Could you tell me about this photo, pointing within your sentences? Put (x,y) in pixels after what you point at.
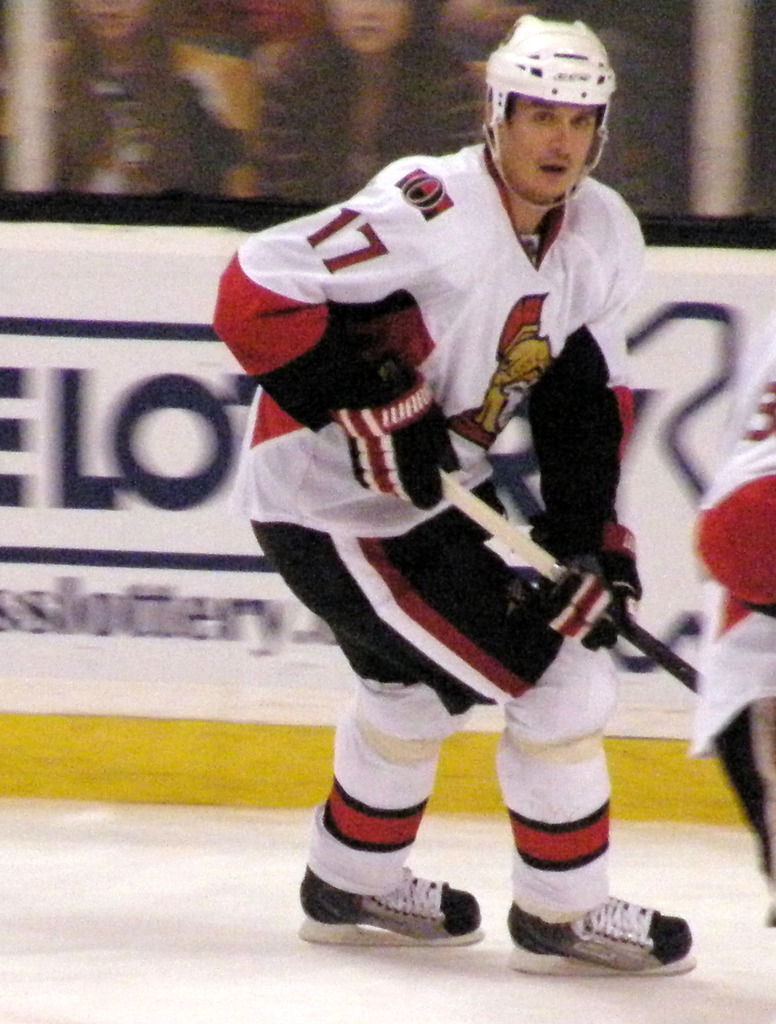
In this picture there is a person (541,815) skating and holding the object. At the back (46,570) there is a board (730,295) and there is text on the board (82,295), behind the board (652,501) there are group of people (263,56). At the bottom (213,950) there is a floor (348,959). On the right side of the image (746,482) there is a person (732,632).
